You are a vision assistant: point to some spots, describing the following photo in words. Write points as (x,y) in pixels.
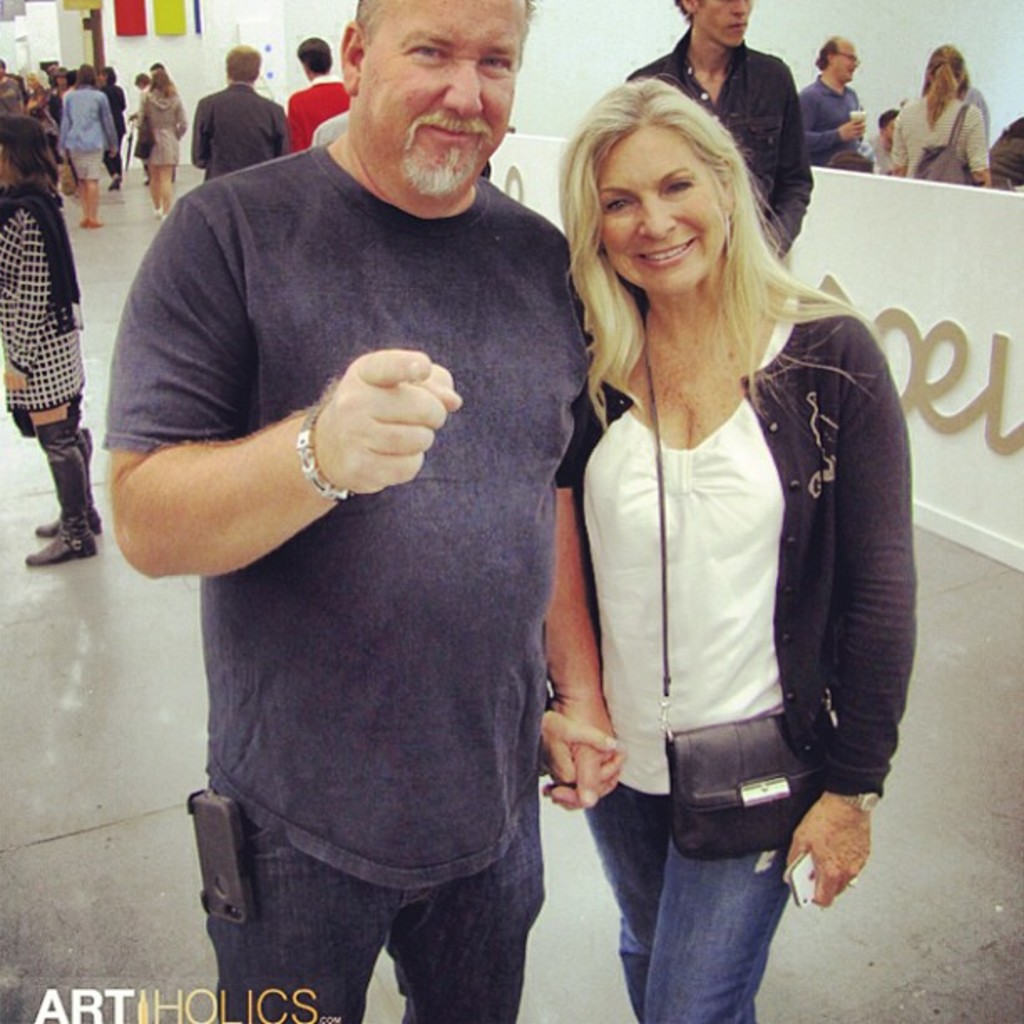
In the center of the image (487,511) we can see two persons (776,635) are standing and they are smiling and they are holding hands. And we can see they are in different costumes (607,561). And the right side person (800,680) is holding some object (793,871) and she is wearing a bag (704,733). At the bottom left side of the image (315,1008), we can see some text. In the background (707,46) there is a wall (647,50), few people (976,138) and a few other objects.
